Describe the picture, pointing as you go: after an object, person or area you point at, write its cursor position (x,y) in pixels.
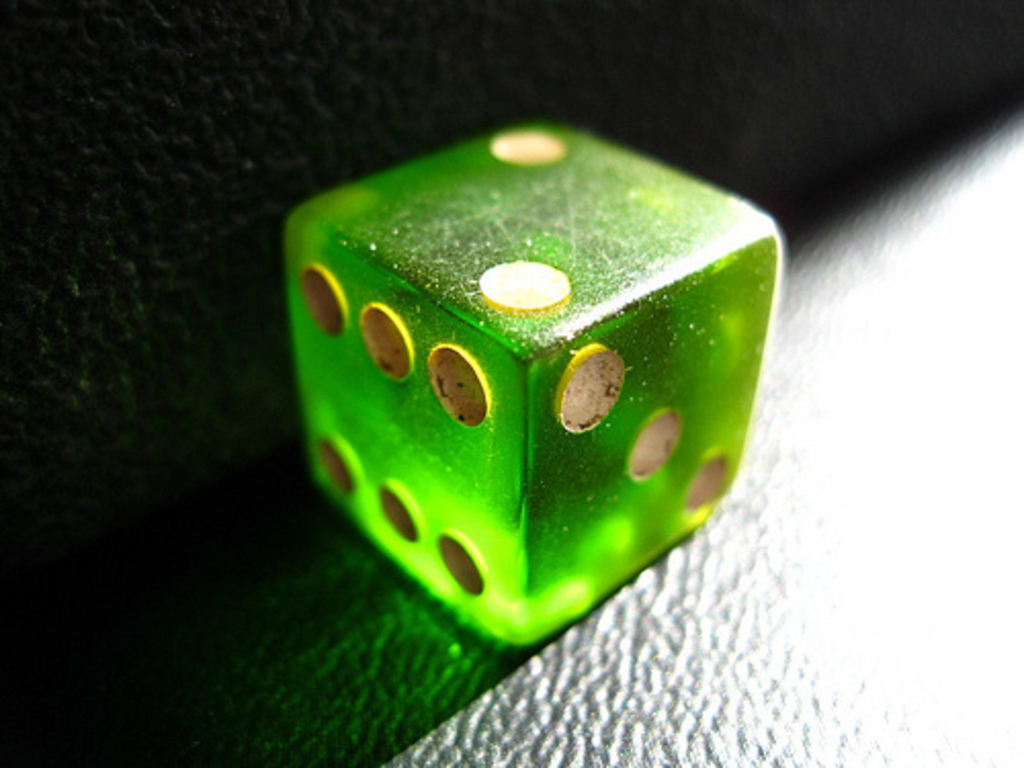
In this picture I can see there is a dice (606,567) placed on a black surface (433,696).
